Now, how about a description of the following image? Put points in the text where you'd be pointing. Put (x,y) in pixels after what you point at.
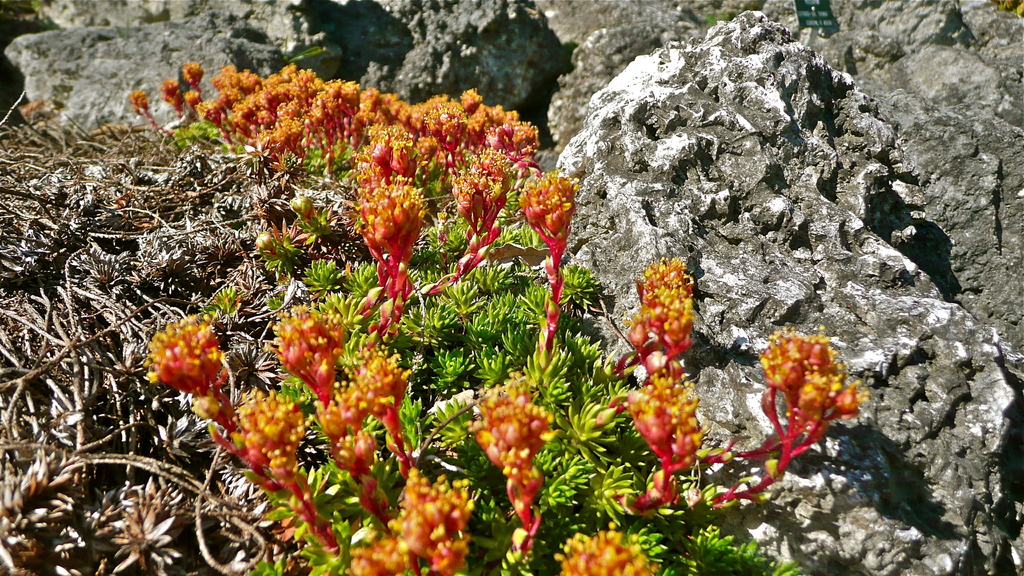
In the image we can see there are flowers (807,363) on the plants (372,279) and there are rocks (608,74).
